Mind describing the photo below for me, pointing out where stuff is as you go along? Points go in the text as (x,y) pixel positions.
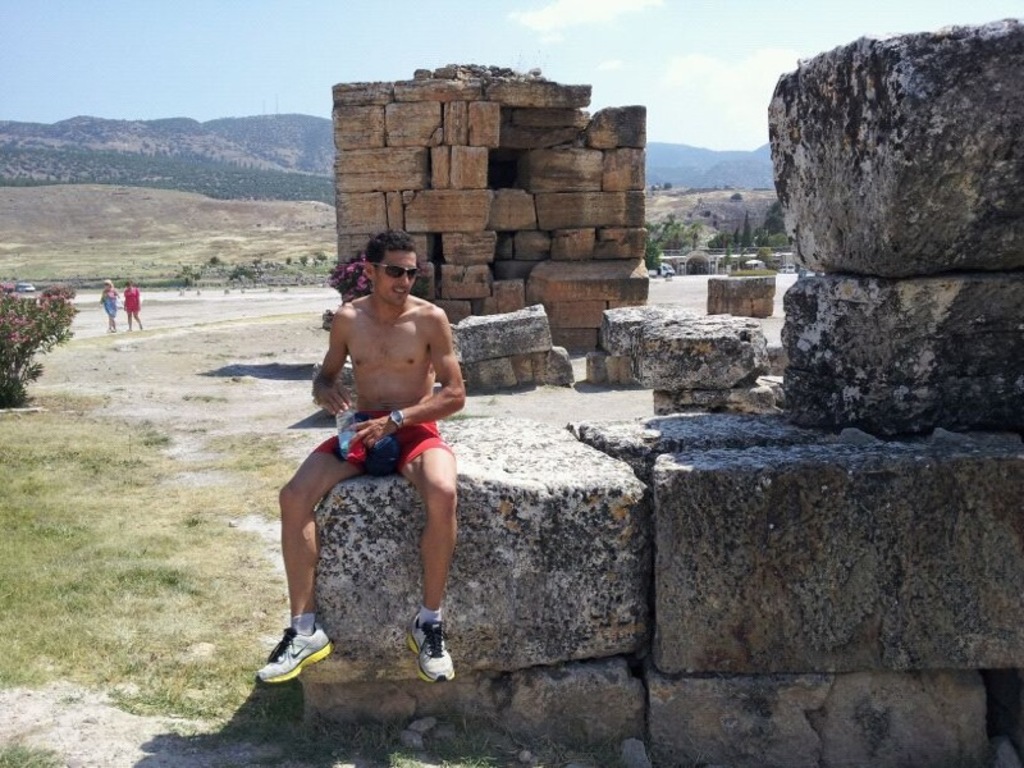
In this image, we can see a person (401,464) is sitting on the wall (469,477) and holding a bottle (341,432). Background (404,153) we can see stone wall (574,289), plants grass (32,564), tree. Two people (103,299) are walking here. Top of the image (309,211), we can see hills (124,178) and sky (741,56).
